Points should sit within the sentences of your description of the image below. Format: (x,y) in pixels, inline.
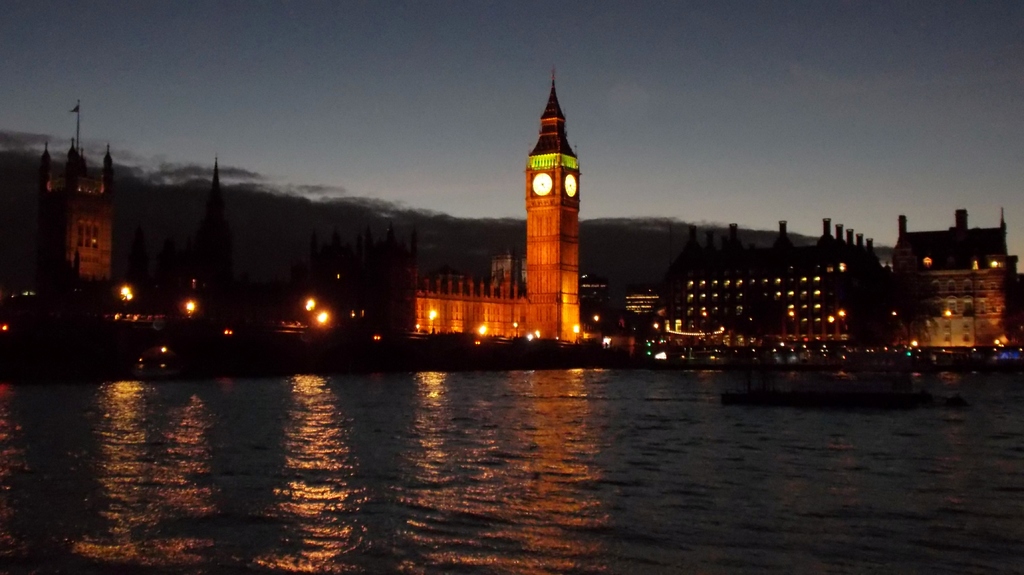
In this picture we can observe a river (486,447). There are some buildings (409,321). We can observe a clock tower (545,217) and yellow color lights (121,289). In the background (529,113) there is a sky (423,86) with some clouds (251,212).
